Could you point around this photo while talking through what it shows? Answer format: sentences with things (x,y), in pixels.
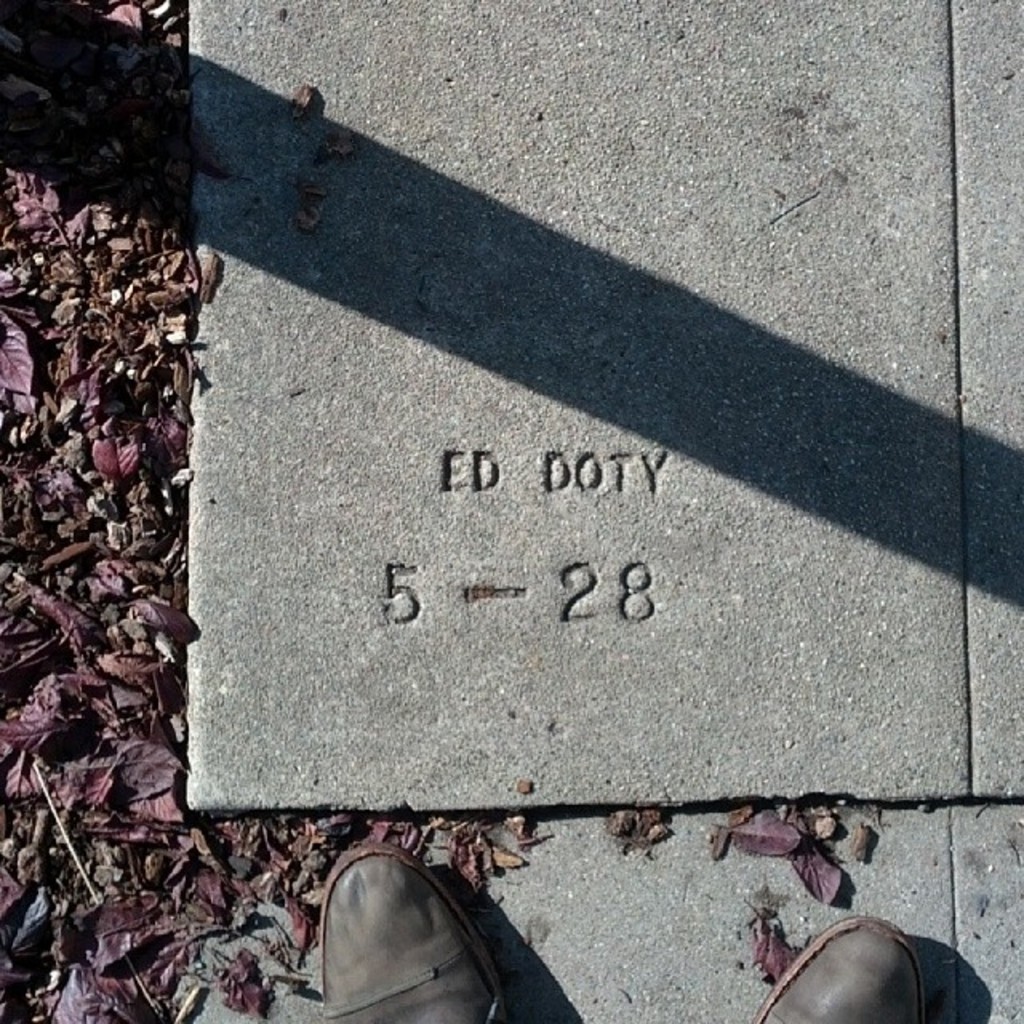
In this image we can see a pair of shoes (851,943), text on the tile (446,180) and shredded leaves (155,860) on the ground (78,562).
